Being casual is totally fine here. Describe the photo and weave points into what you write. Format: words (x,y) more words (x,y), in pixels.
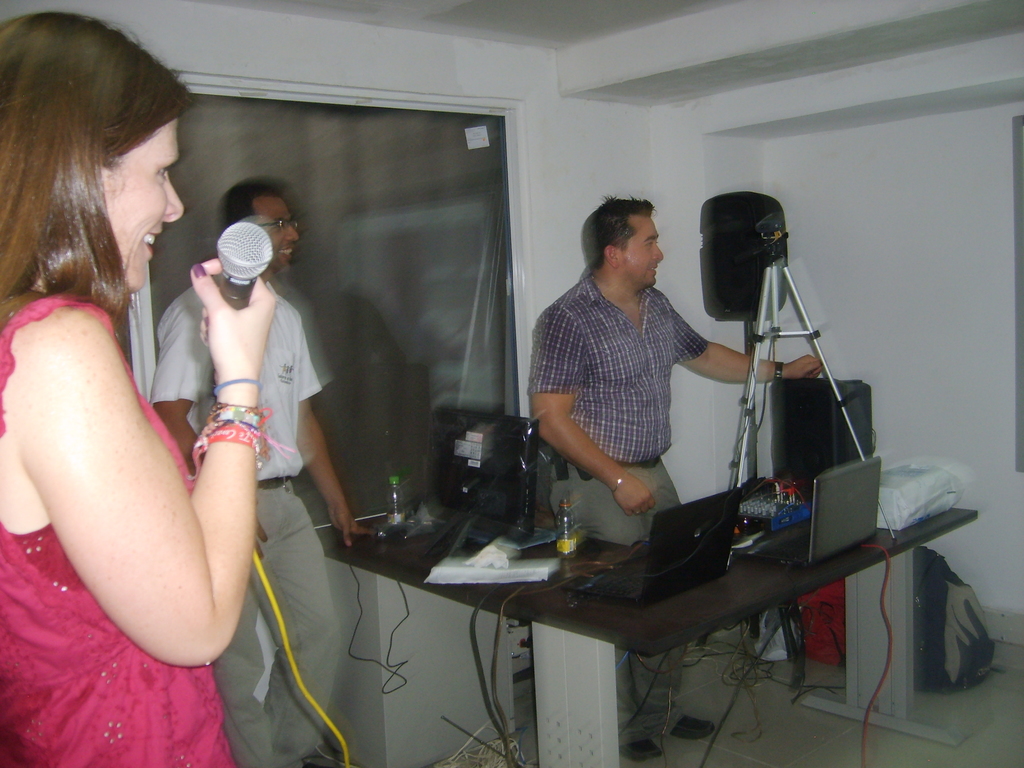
This woman (107,382) wore pink dress (66,299), smiling and holding a mic (249,271). Far these two persons (577,357) are standing. In-front of this person (597,421) there is a table (486,592), on this table (415,543) there are CPUs (806,418) monitor's (688,533), bottle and paper (498,573). This is camera stand (764,341). Far there is a speaker (731,243) with stand (745,432). On floor (762,689) there are cables (756,678) and bags (812,623).
